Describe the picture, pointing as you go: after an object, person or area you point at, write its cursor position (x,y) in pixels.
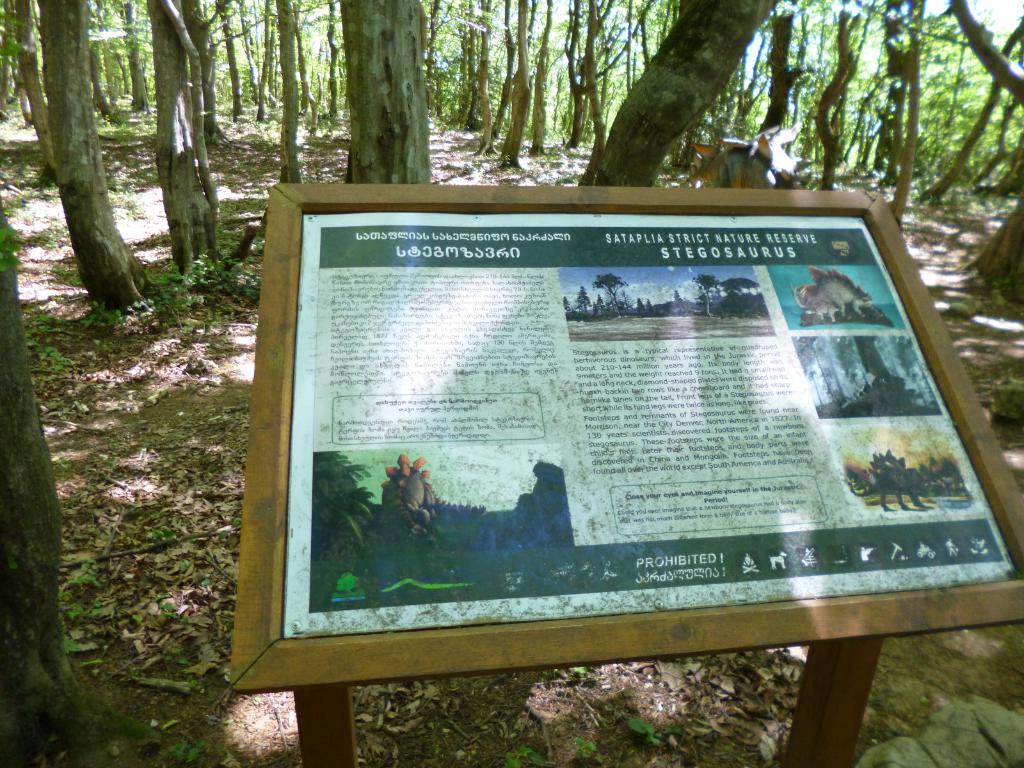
As we can see in the image there is a signboard (567,546), dry leaves (231,472) and trees (89,267). On board (607,362) there is some matter (488,374) written.
